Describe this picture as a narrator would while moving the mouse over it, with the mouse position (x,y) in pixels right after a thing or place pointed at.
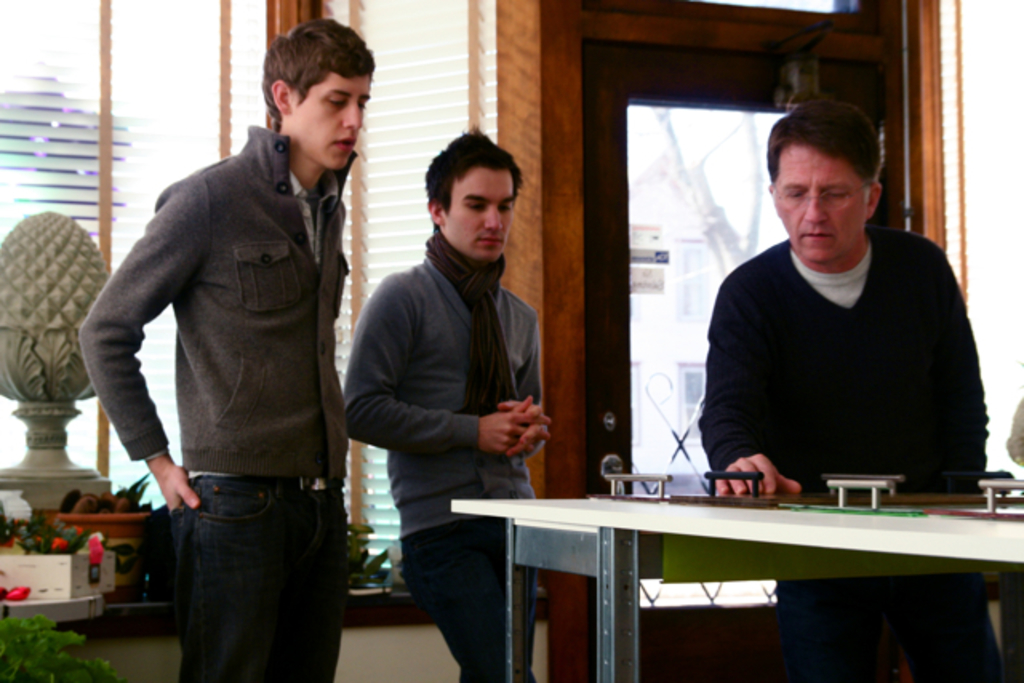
In the right (832,127) a man (814,374) is standing and explaining on the table (835,547) He wears a black color sweater (813,393) and in the middle (433,299) a person (492,645) is standing and observing and also boy (111,396) is standing in the left (228,632) keeping his hand (157,470) in his pocket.
